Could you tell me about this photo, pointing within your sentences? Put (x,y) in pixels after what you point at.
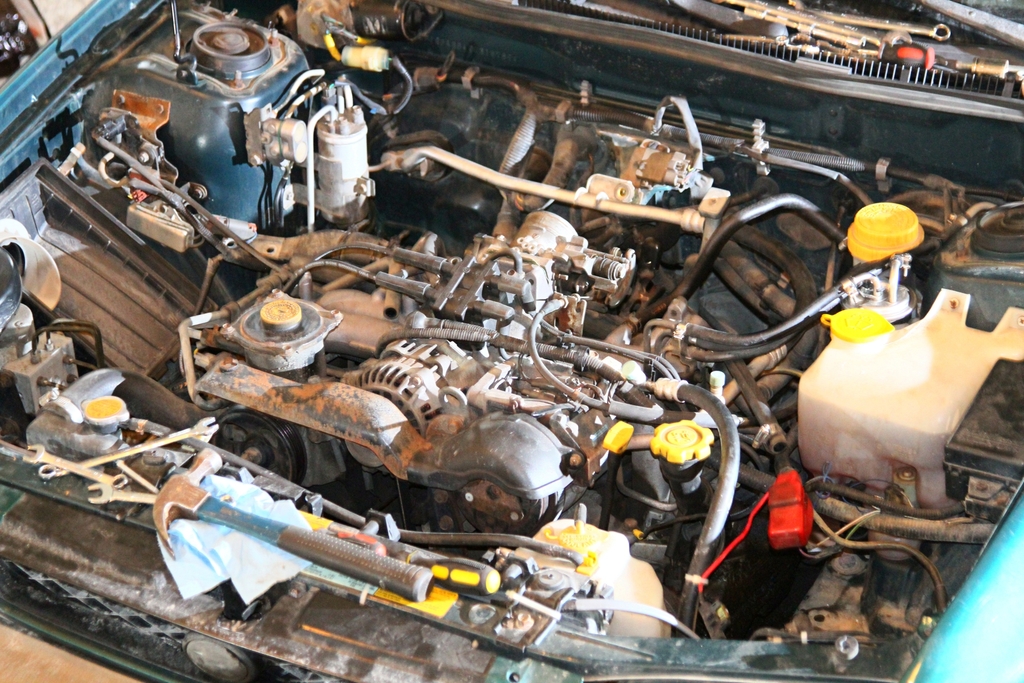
In this image I can see an engine (543,423) of a vehicle (630,422). This is looking like a part (803,433) of a car (468,336).
